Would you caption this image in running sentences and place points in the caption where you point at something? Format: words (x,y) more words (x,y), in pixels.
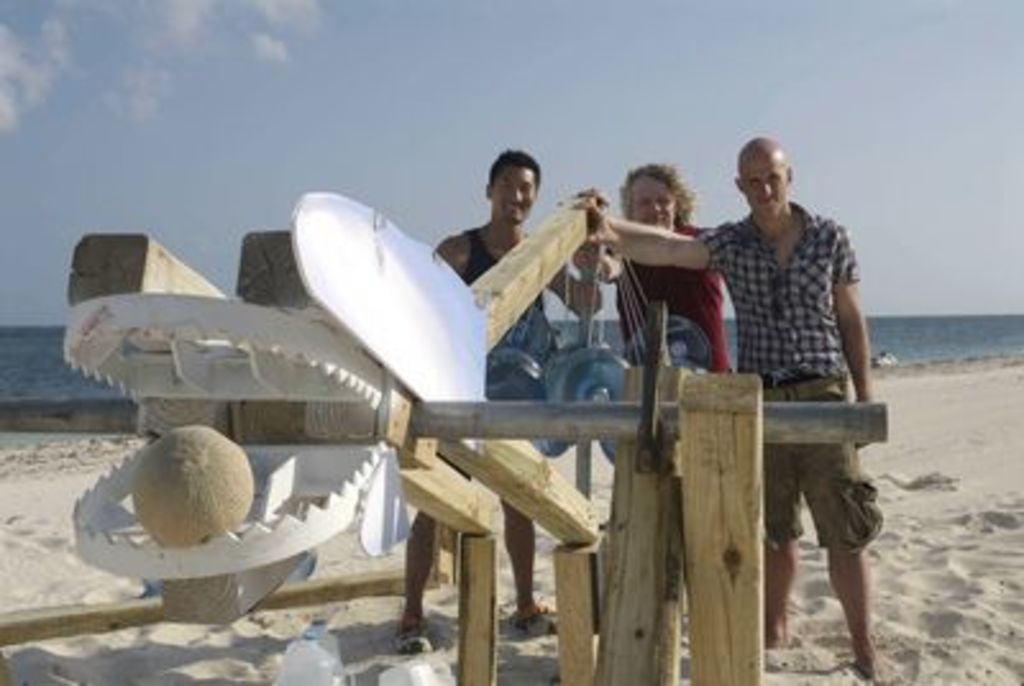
This picture is taken on a sea shore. On the shore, there are three men (801,280) operating the equipment (425,394) which is made up of wood (571,209). Towards the right (829,300), there is a man (828,335) wearing a check shirt (765,302). Beside him, there is a man (638,193) wearing a red shirt (697,297). At the bottom (846,674), there is sand (536,638). In the background (872,348) there is an ocean (931,345) and a sky (677,167).
